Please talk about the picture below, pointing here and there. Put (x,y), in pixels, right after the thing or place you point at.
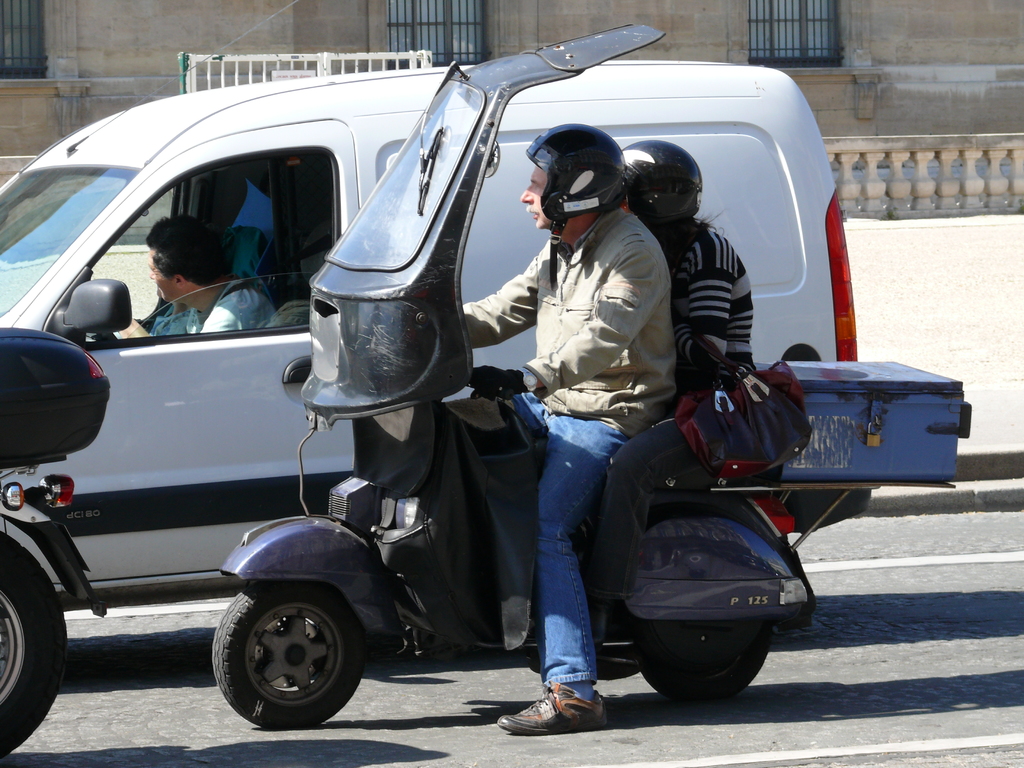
In the foreground of the image (518,547) there is a scooter (449,598) on which two persons (604,392) are riding. The two persons (622,272) are wearing helmet (611,206) on their head (541,216) and the lady (726,344) in back side is holding a handbag (741,455) in her hand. There is a van (234,191) in the background (213,306) and a person (188,274) is driving the van (193,340). In the background (318,10) there is a building (941,66).
